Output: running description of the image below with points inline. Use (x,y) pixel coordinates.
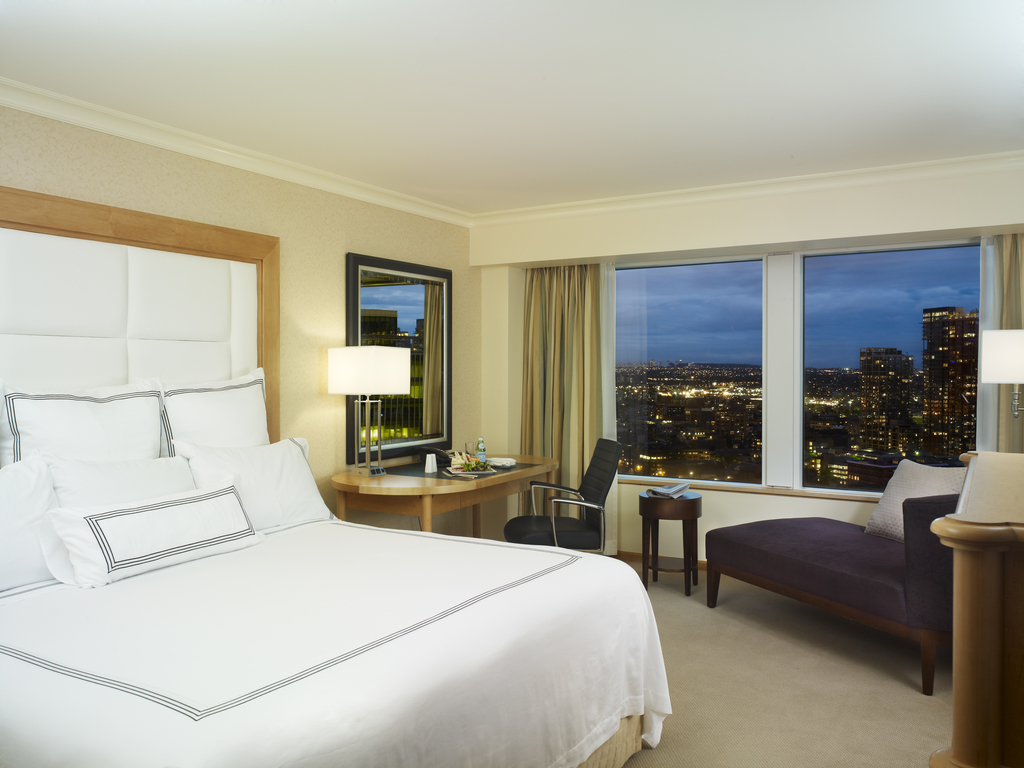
As we can see in the image, there is a bed (395,705). On bed (544,705) there is a white color bed sheet (241,621) and white color pillows (204,524). Beside the bed (255,627) there is a table (461,489). On table (477,483) there is a bottle (485,457), plate (481,462) and lamp (361,355). In front of table (427,505) there is a mirror (441,377) and beside the table (505,473) there is a window (915,252) and cream color curtain (574,363), a chair (572,526) and the floor (815,698) is in cream color.
